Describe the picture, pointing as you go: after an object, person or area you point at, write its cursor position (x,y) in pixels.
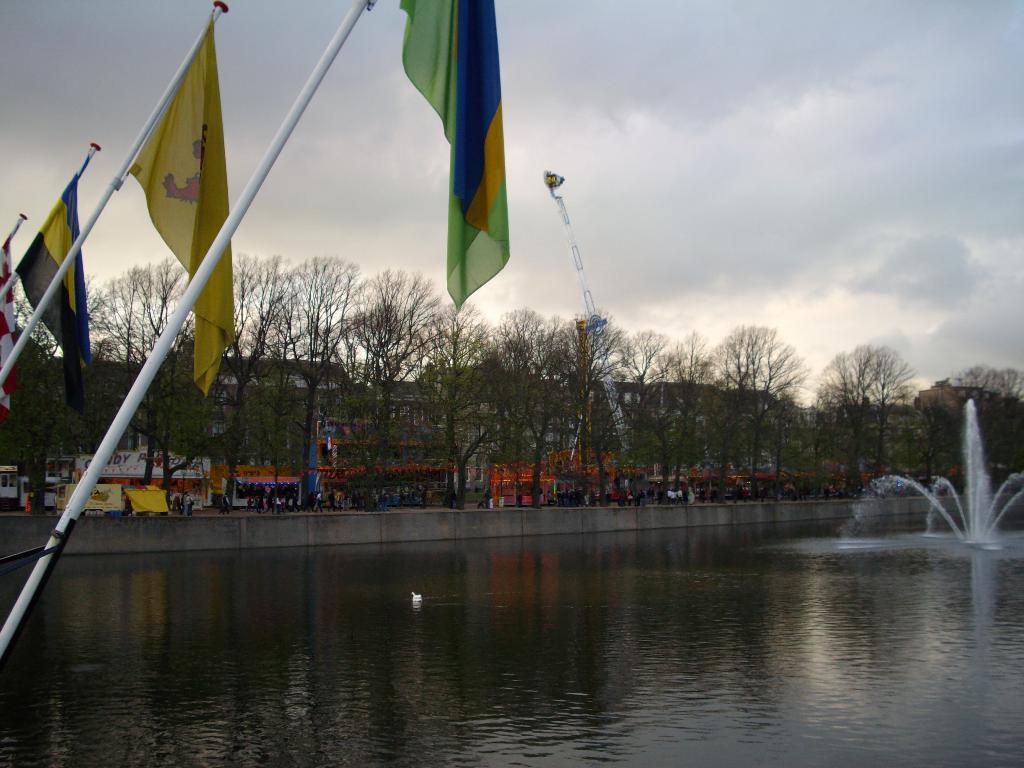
In this image there is a swan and a fountain (910,544) in the water (479,631), in front of the image there are flags (56,299) on the pole (331,48), on the other side of the water (196,557), there are trees (306,504) and there are a few people (321,507) walking on the pavement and there are stalls (150,493) on the roads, on the other side of the stalls (295,482) there are buildings (645,403), at the top of the image (609,212) there are clouds (752,233) in the sky (816,284).
